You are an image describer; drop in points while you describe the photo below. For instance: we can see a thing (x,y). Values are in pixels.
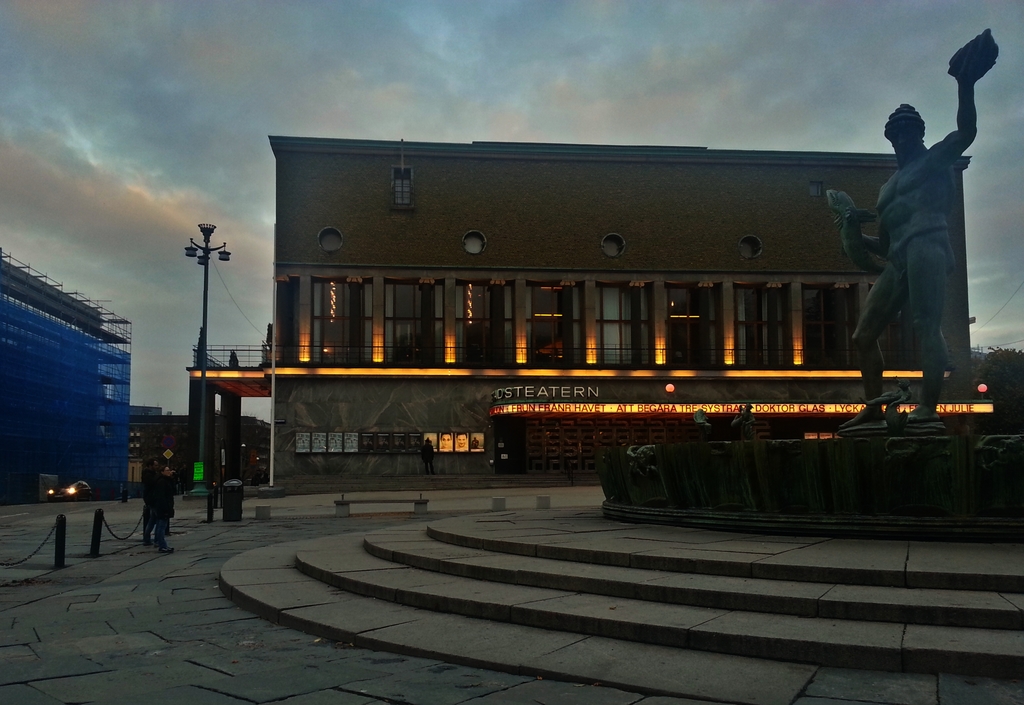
In this image we can see a group of people (151,528) standing on the ground (191,568). In the left side of the image (99,509) we can see the poles (61,545) with chains (14,561), light pole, trash bin (229,501) and a car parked on the ground (18,549). On the right side of the image (889,431) we can see a statue (931,397) and a staircase (822,613). In the background (836,380), we can see buildings (403,285) with windows (752,334), lights (766,370), photo frames (461,447) on the wall (415,408) and the cloudy sky (363,103).
